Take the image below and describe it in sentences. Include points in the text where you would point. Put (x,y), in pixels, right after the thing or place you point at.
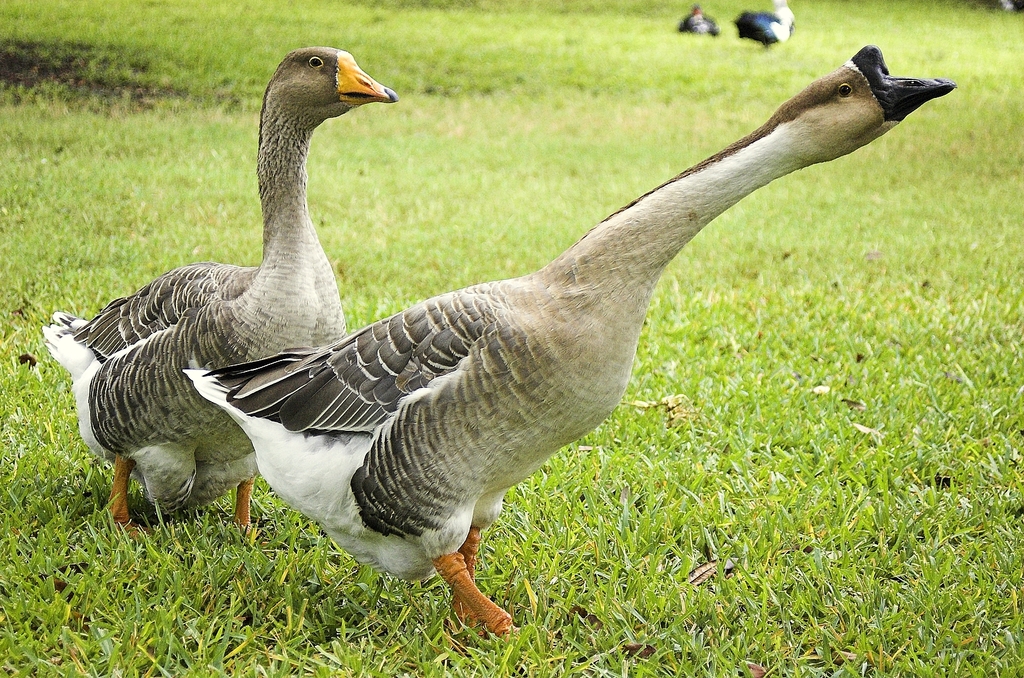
In the center of the image (507,384) there are two geese (118,479). At the bottom of the image (703,569) there is grass (730,483).
